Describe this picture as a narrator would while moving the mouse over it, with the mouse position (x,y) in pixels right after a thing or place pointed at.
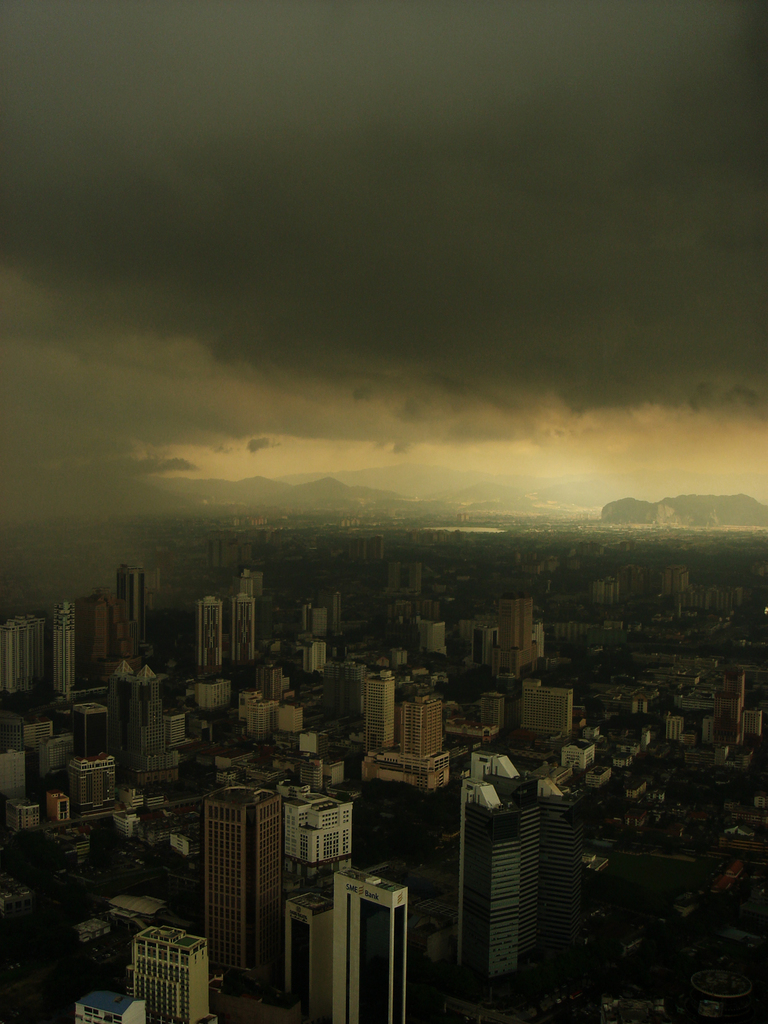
In this picture we can see buildings (554,894), trees (449,650) and hills (311,479). At the top of the image (309,212), there is the cloudy sky (291,215).
